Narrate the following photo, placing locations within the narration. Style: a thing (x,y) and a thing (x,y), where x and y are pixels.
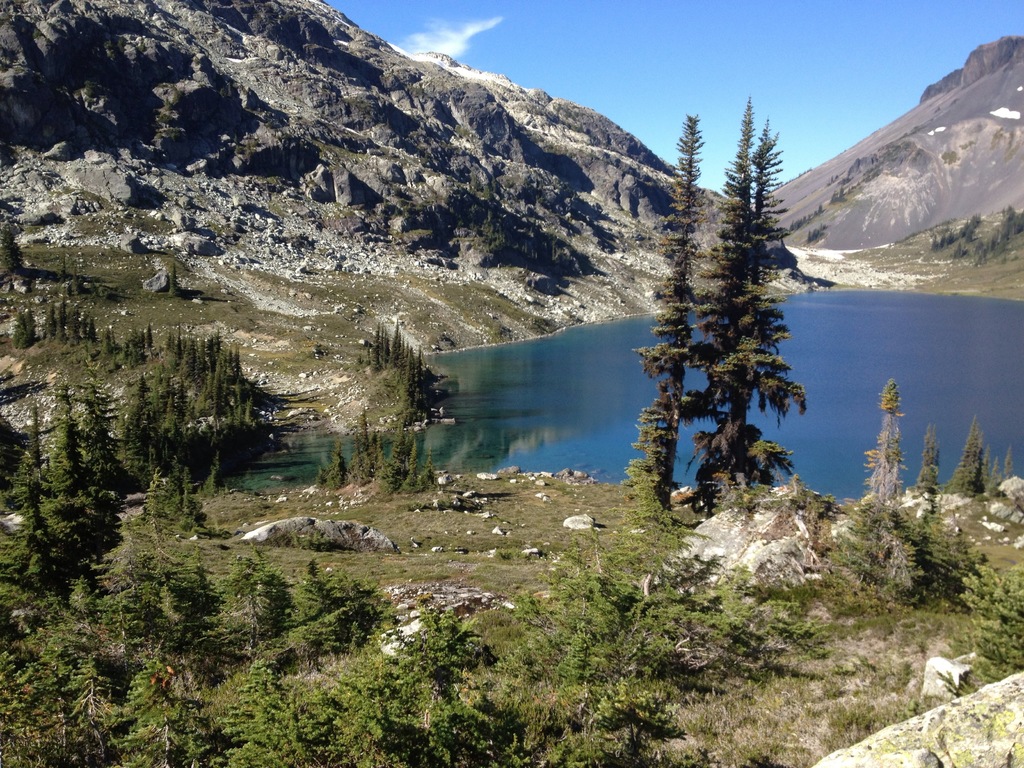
In this image, we can see some hills (405,276). We can see the ground (373,291). We can see some grass (214,320), plants (221,429), rocks (195,299) and trees (702,620). We can see some water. We can see the sky (518,53) with clouds (464,46). We can see the reflection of the plants (384,341) in the water (435,427).
